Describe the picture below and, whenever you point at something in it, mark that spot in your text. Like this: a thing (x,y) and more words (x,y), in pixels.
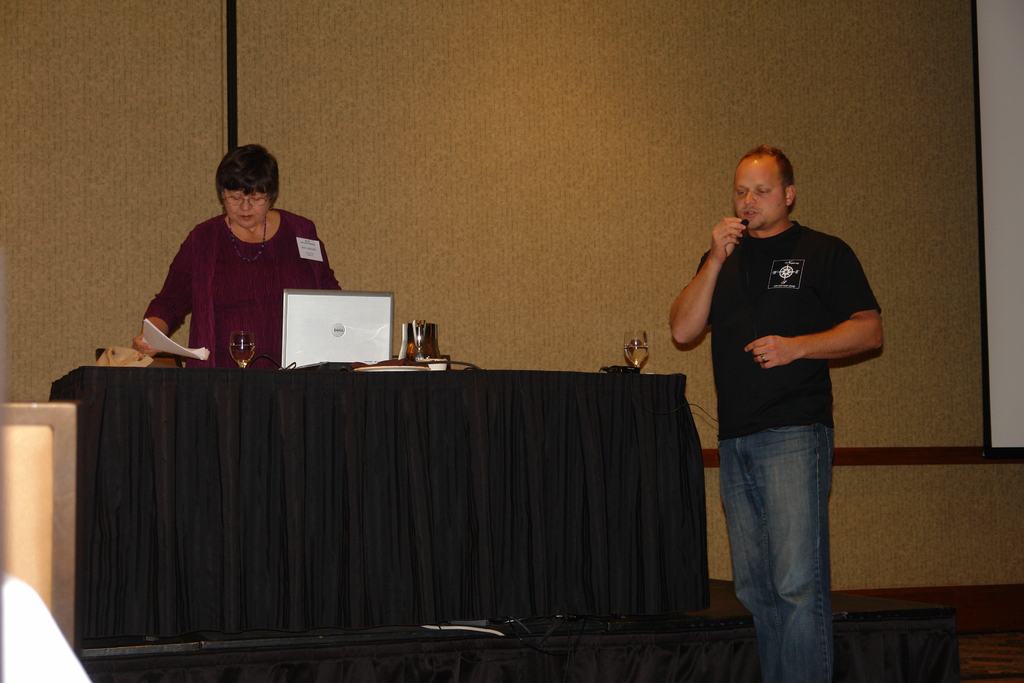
In this picture there is a person (812,339) wearing black T-shirt (812,324) is standing and speaking in front of a mic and there is a table (549,460) beside him which has a laptop (364,354), two glasses of drink (642,349) and some other objects (404,365) on it and there is a woman (241,278) standing in the background (196,265) and there are some other objects (36,545) in the left corner (31,561).
